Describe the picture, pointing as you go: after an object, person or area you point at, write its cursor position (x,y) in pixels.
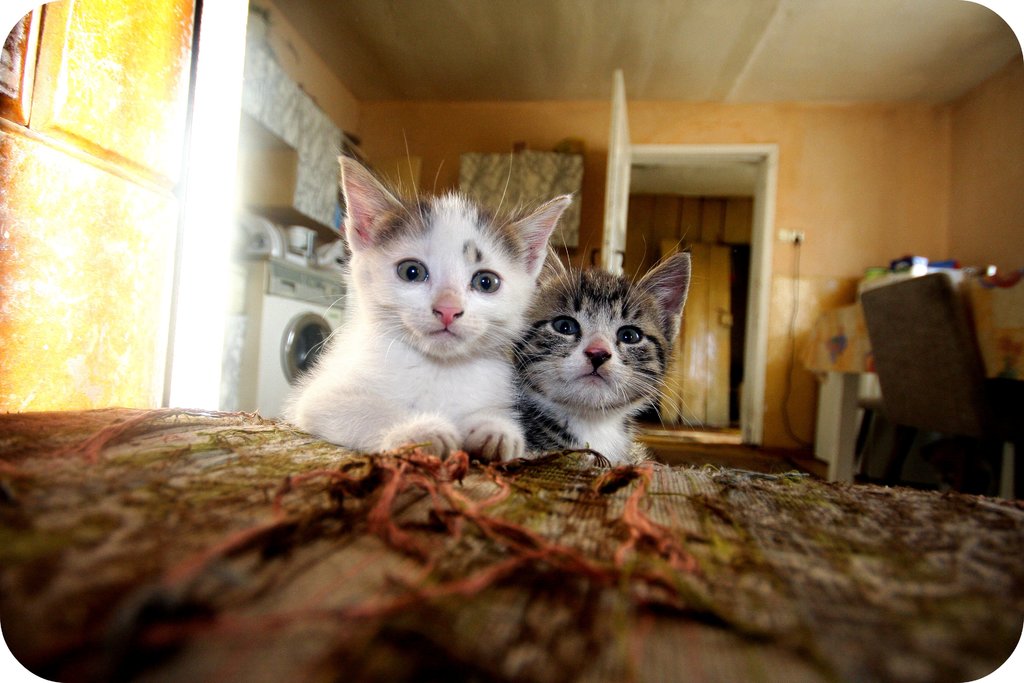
Here there are 2 cats (531,355) behind them there is a washing machine (309,346), door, wall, chair (934,317).
